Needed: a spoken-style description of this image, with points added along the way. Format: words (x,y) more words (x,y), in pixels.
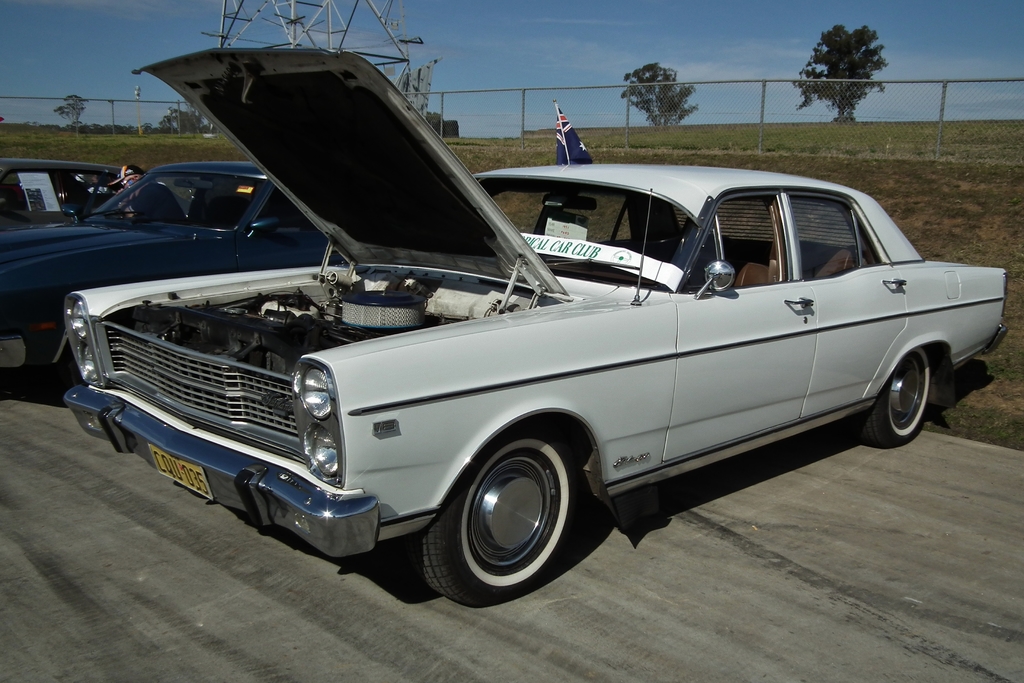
In this image there are vehicles (387,295). In the background (136,154) there is grass (826,156) on the ground (602,140) and there is a fence (783,121), there are trees (68,106), there is a tower (326,37) and there is a flag (562,131) and the sky (620,9) is cloudy.
